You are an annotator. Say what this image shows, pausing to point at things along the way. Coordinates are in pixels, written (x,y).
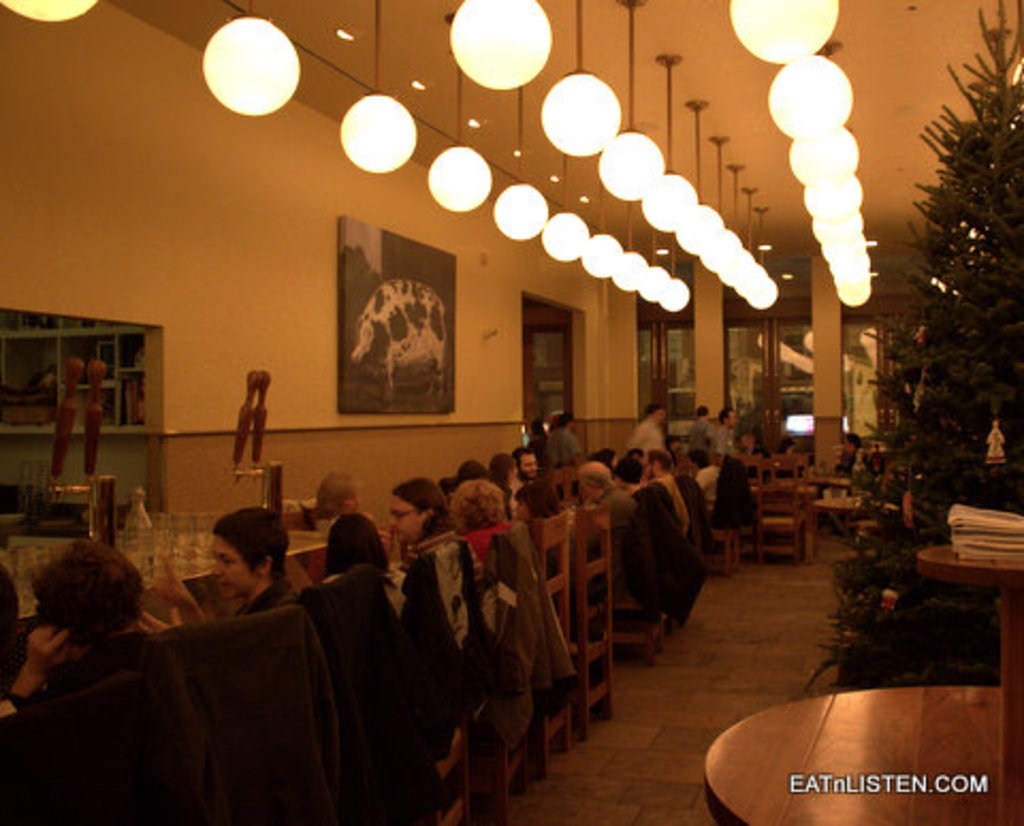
In this picture we can see many people (55,584) sitting on the chairs (601,667) & there are many tables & at the top (741,269) we have lights (514,43) hanging from the ceiling (645,56).
